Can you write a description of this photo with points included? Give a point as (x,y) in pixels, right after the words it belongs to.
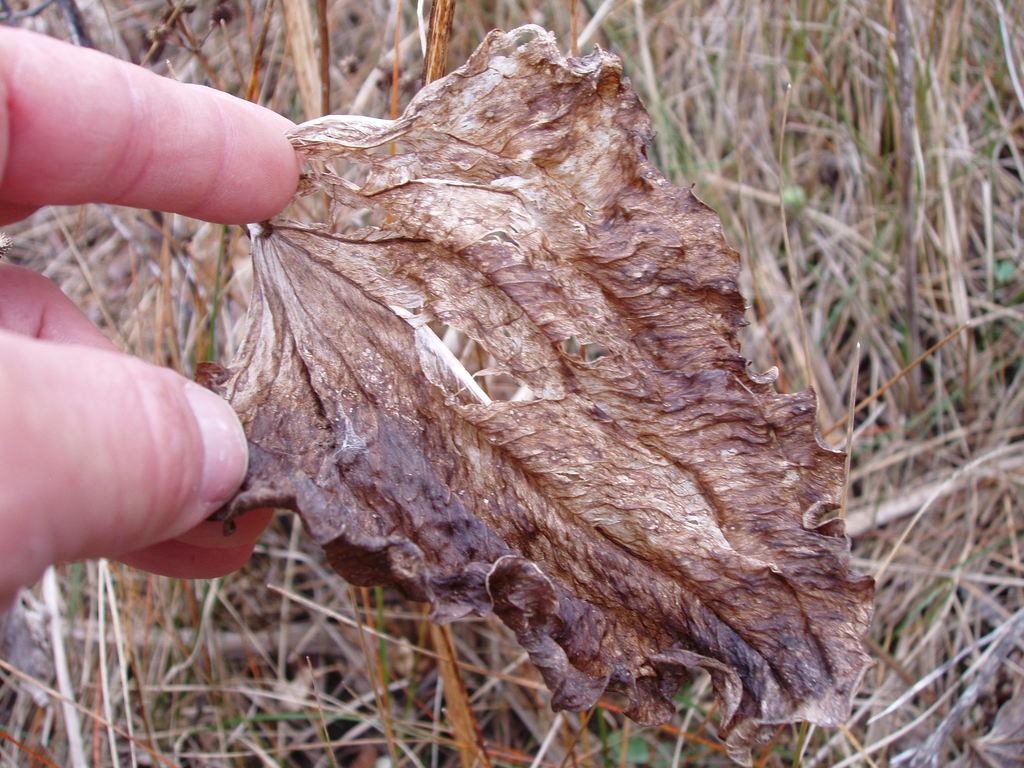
In the front of the image (35,104) we can see fingers (135,125) of a person (199,460) holding a dried leaf (570,248). In the background of the image (768,156) there is grass (863,135).
